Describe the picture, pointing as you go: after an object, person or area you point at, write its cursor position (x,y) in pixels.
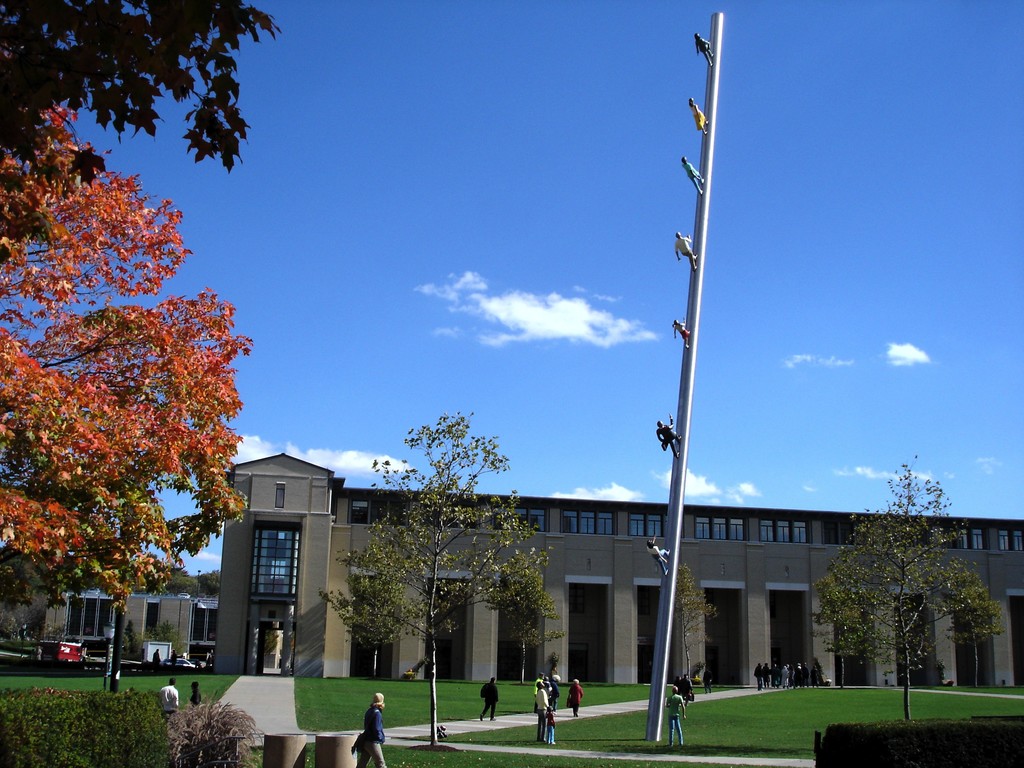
In the image in the center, we can see a few people (537,686) are standing. And we can see trees (524,680), plants (136,726), grass (391,688), poles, vehicles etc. In the background (366,294) we can see the sky (419,262), clouds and buildings (361,576).
